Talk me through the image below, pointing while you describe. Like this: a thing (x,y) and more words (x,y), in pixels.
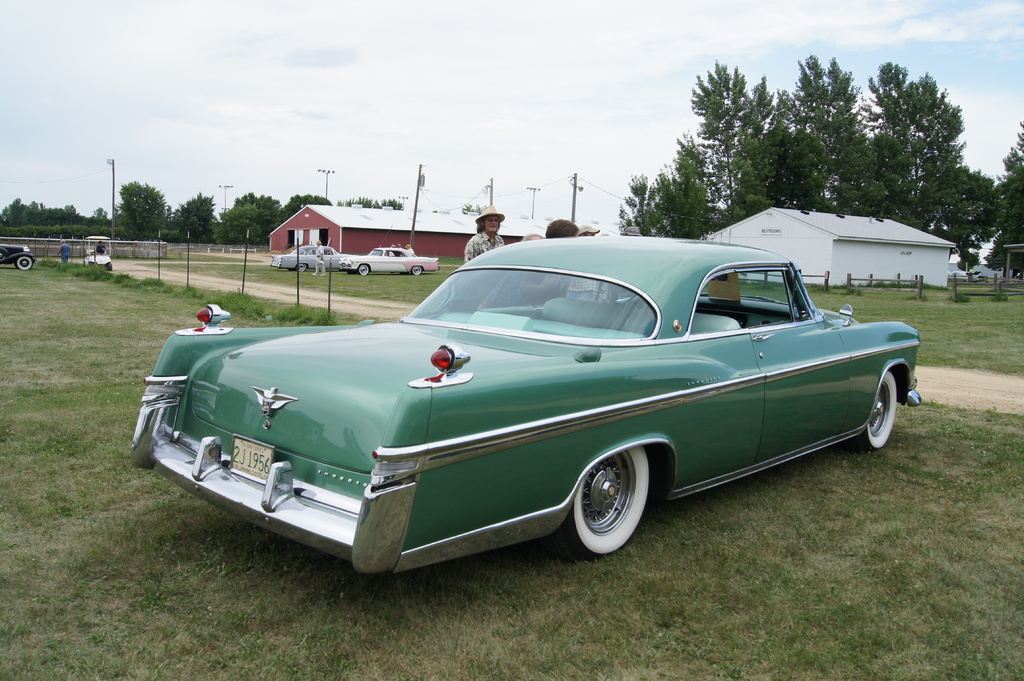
In this image there are cars (568,355) and we can see people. At the bottom (295,570) there is grass (505,557). In the background (852,213) there are sheds (303,234), trees (894,153), poles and sky (584,105).
